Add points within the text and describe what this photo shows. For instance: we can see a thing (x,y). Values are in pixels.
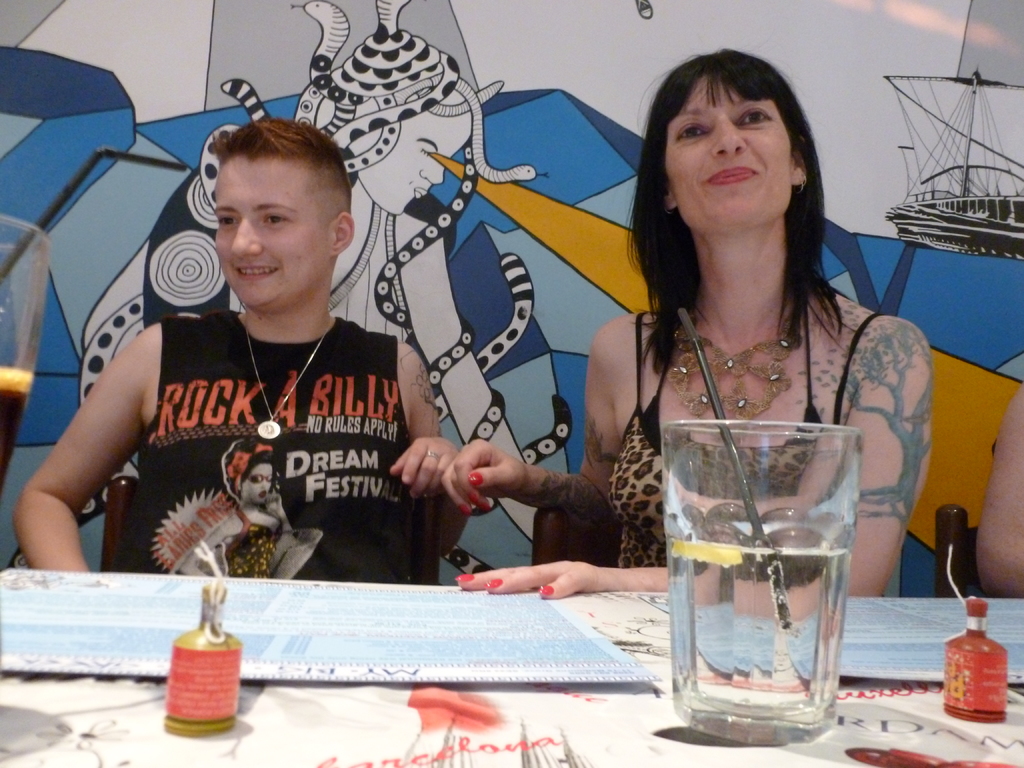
On the right (717,301) there is a woman (671,186) who is wearing dress (660,449). She is sitting on the chair (582,531), beside that we can see a boy (331,162) who is wearing black t-shirt (293,393) and locket (273,428). He is sitting near to the table (699,745). On the table (691,763) we can see water glass (812,519), bottles (1006,661) and paper (453,665). In the back (459,226) we can see the painted wall (494,245).
